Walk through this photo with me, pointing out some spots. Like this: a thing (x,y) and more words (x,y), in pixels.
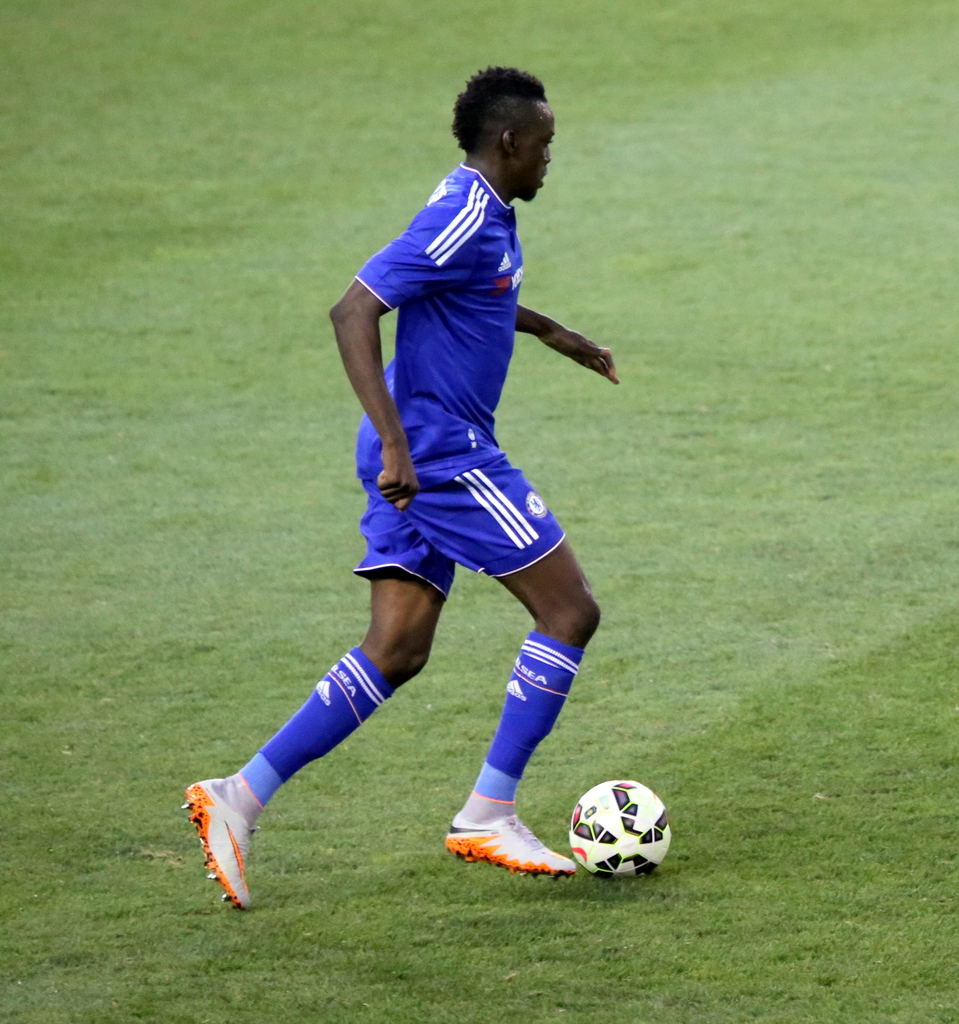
IN this image we can see a person (520,704) playing football on the ground (582,528).
